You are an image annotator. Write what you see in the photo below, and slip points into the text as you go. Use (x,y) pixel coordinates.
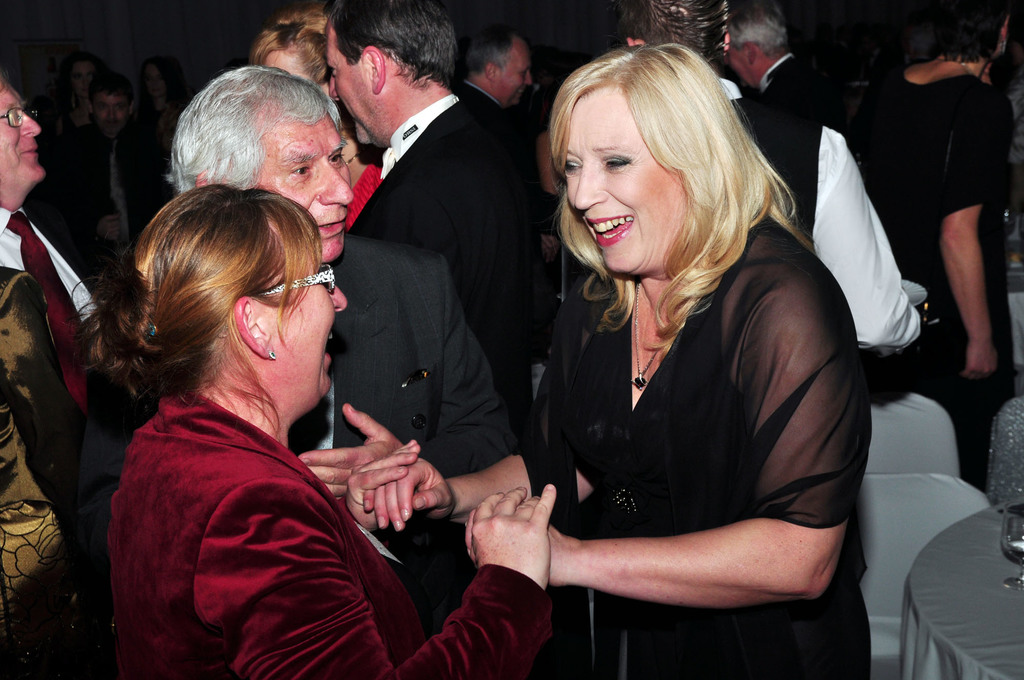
In this image I can see number of people (607,223) and I can see most of them are wearing black colour dress (671,389). I can also see smile on few faces (512,86) and I can see few of them are wearing specs (15,127). Here I can see few tables (962,590), few glasses (1011,534) and few chairs (889,445).
